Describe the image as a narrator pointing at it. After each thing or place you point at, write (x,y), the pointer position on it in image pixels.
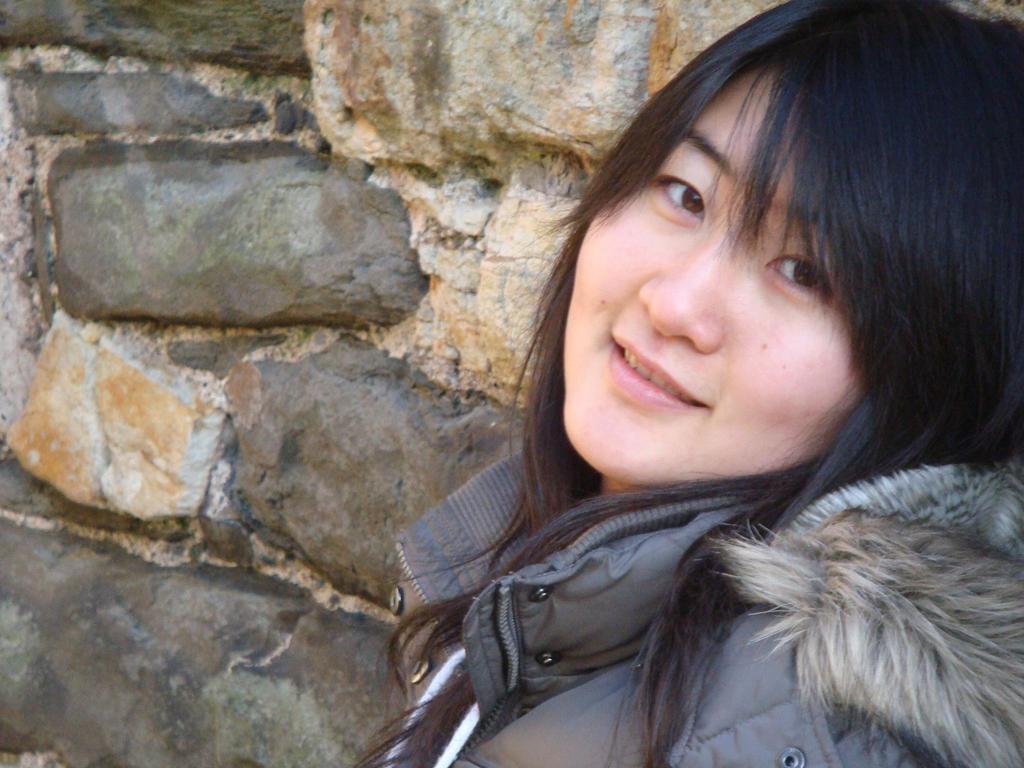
There is a woman (543,449) in the foreground (404,563) wearing a jacket (717,522) and she has a black hair (1011,376). And there is a wall (29,311) in the background (89,472).
